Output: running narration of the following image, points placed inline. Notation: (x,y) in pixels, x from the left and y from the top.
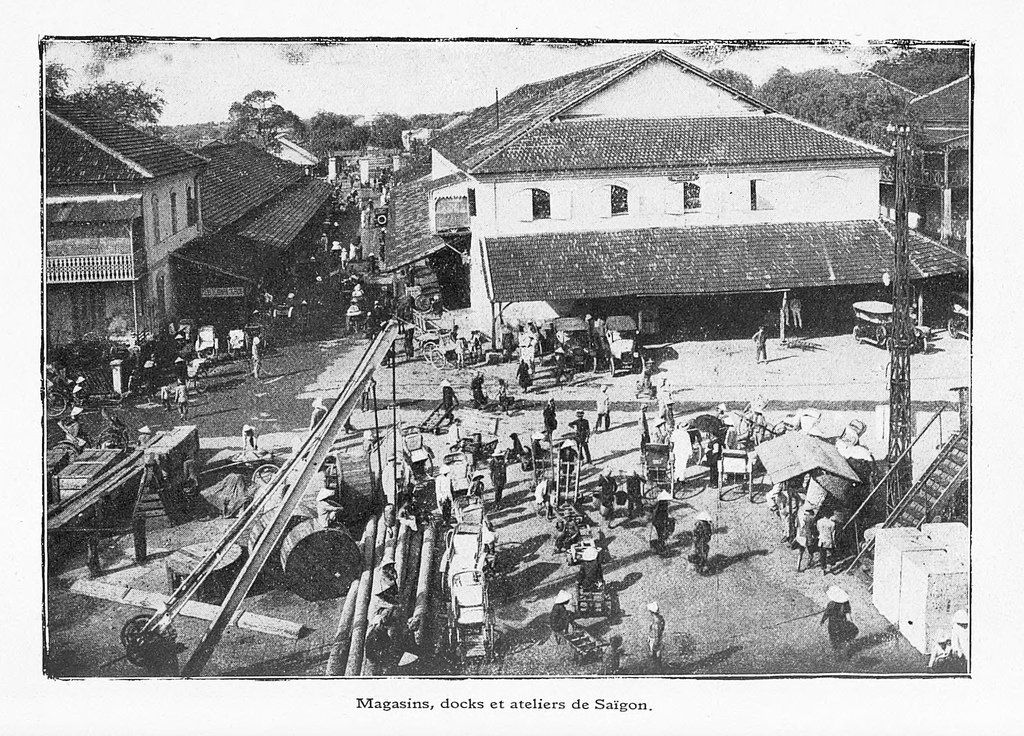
This is an old black and white image. We can see people (547,434), vehicles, trees (814,105) and the sky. On the right side of the image (918,485), there is a staircase (924,496) and a truss (897,494). On the ground (505,590), there are wooden logs (372,611) and some other objects (218,504). At the bottom of the image (362,700), it is written something.
